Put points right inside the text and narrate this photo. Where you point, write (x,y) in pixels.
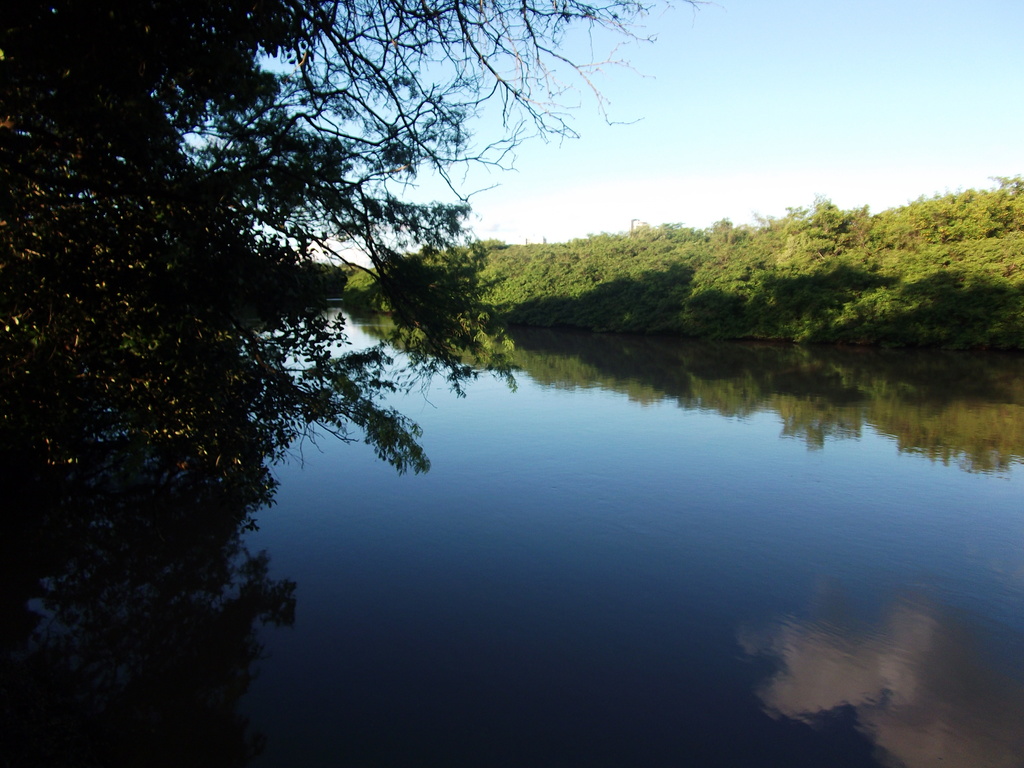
In this image I can see the water (626,594) and few trees (168,372) on the both sides of the water (664,547) and in the background (700,221) I can see the sky (730,120).
